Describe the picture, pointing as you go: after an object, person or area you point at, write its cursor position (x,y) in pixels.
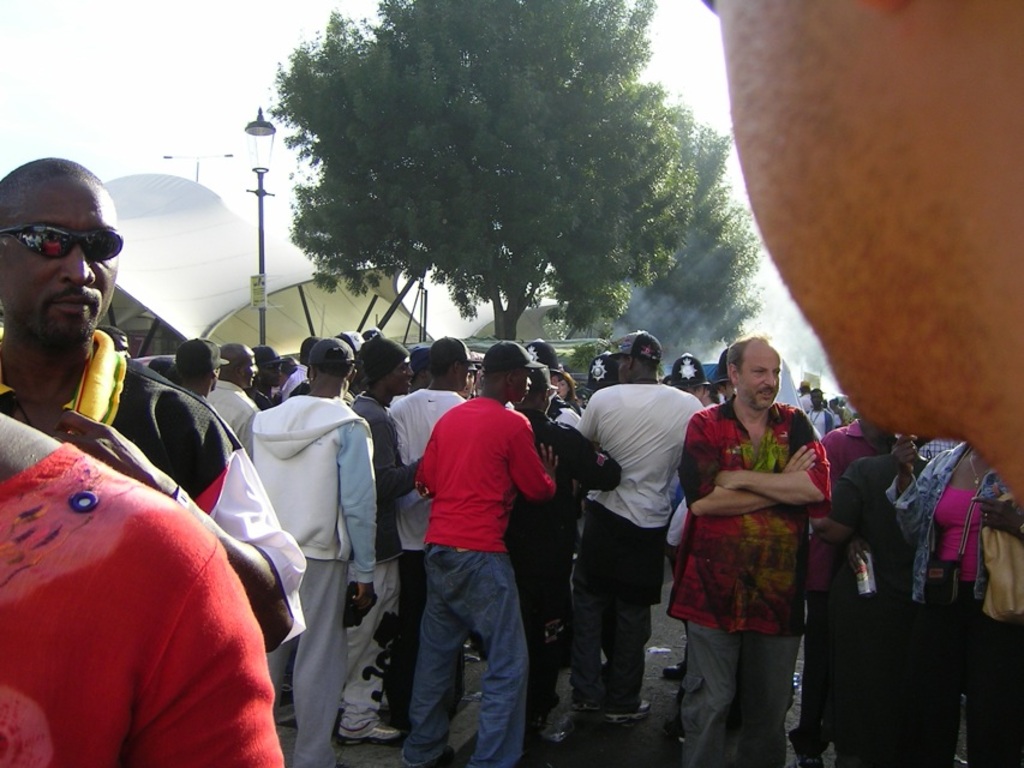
In this image we can see some group of persons (477,480) standing who are wearing sweaters (380,555) and caps (196,368) and at the background of the image (363,258) there are some trees (435,141), lights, tents (302,253) and clear sky (134,136).
